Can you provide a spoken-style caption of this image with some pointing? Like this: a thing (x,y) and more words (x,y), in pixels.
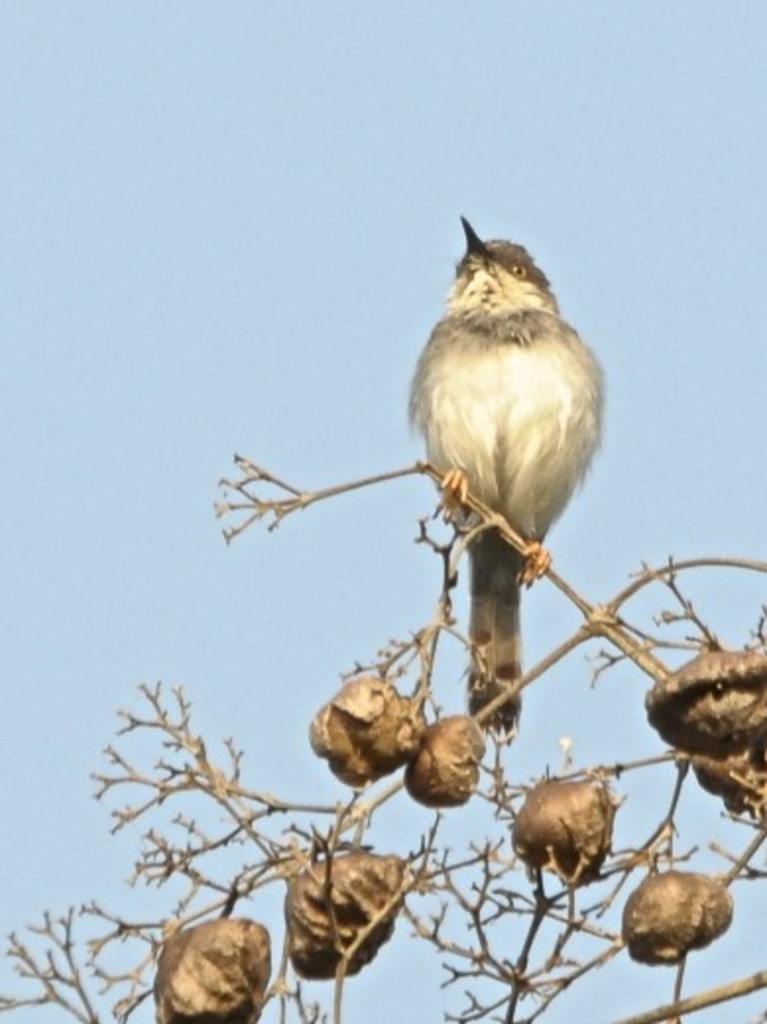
In this image in the front (434,545) there is a bird (460,506) standing on the plant (413,758) and the sky (373,272) is clear.
